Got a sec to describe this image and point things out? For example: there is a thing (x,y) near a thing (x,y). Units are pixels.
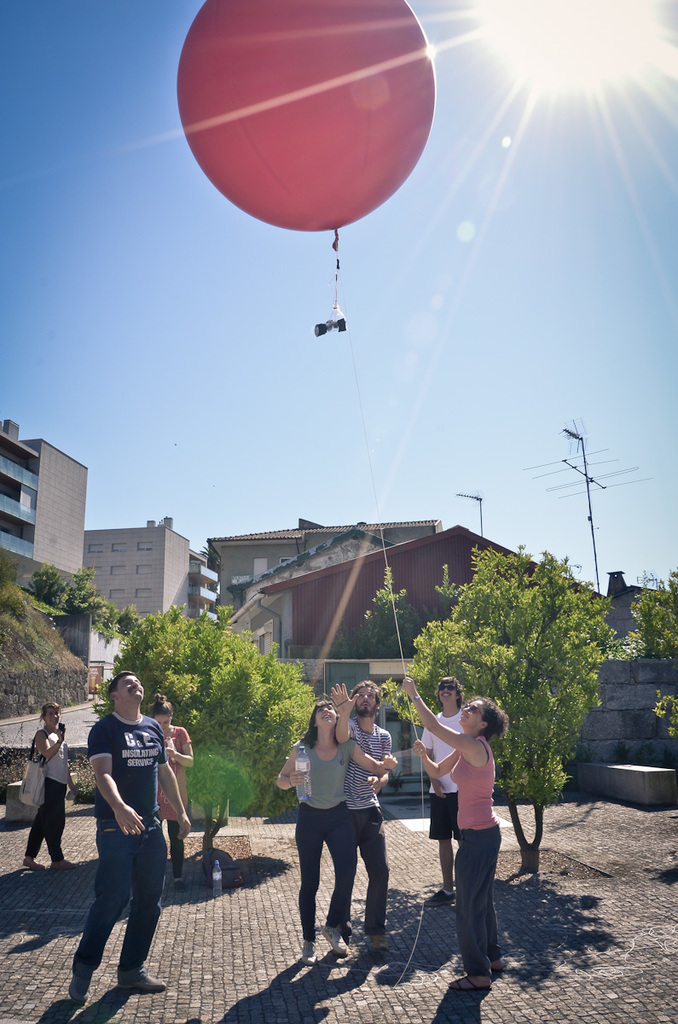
In this picture there are group of people (480,914) standing and there is a woman (487,868) with pink t-shirt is standing and holding the balloon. At the back (424,696) there are buildings (277,613) and trees (656,638) and poles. At the top (192,240) there is sky (179,238) and there is a sun (535,66).
